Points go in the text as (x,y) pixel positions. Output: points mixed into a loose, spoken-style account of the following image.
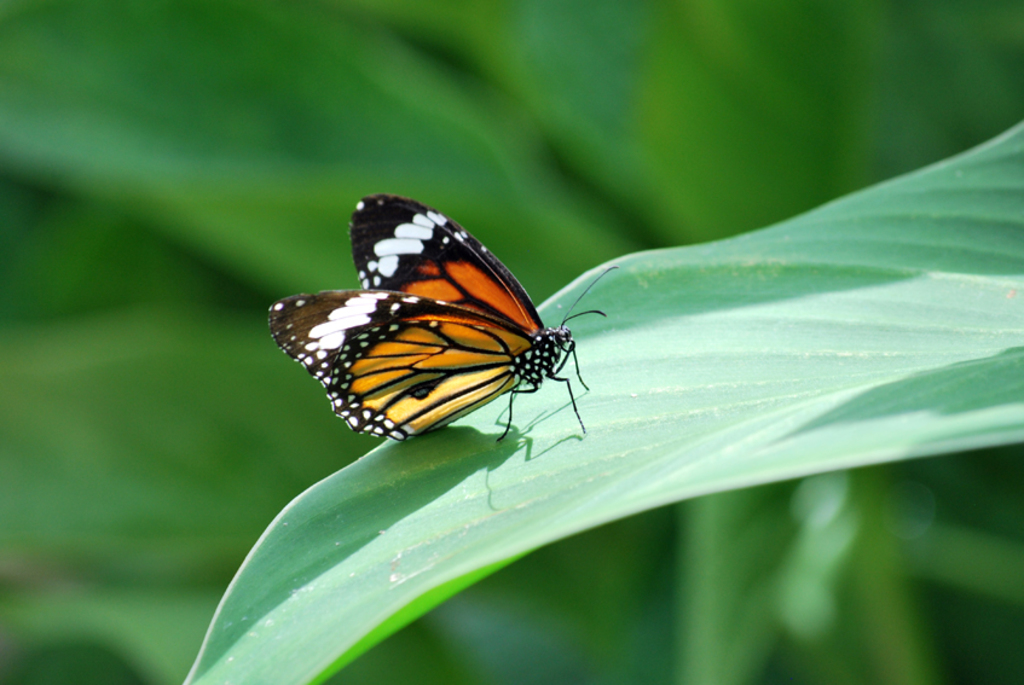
In this image we can see a butterfly (399,207) on the leaf (402,457) and the background (533,268) is blurred.
